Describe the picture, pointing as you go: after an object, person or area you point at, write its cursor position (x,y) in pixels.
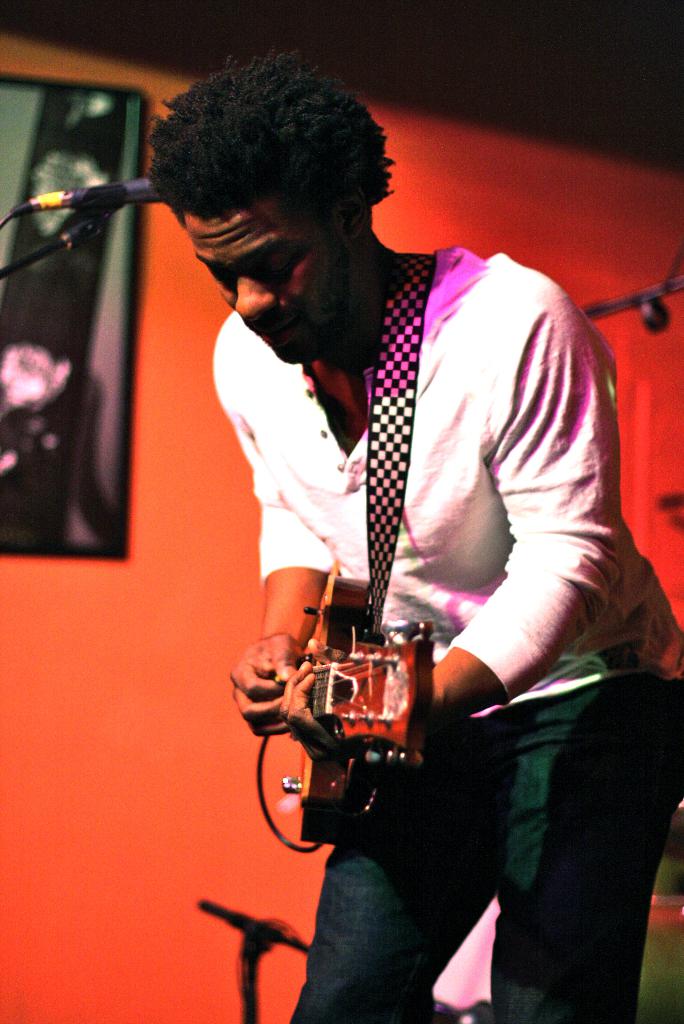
In the middle of the image (265,407) a man (256,492) is standing and playing guitar (395,698), Behind him there is a wall (151,281). On the wall (121,55) there is a photo frame (113,129). Top left side of the image (141,188) there is a microphone (137,194).
